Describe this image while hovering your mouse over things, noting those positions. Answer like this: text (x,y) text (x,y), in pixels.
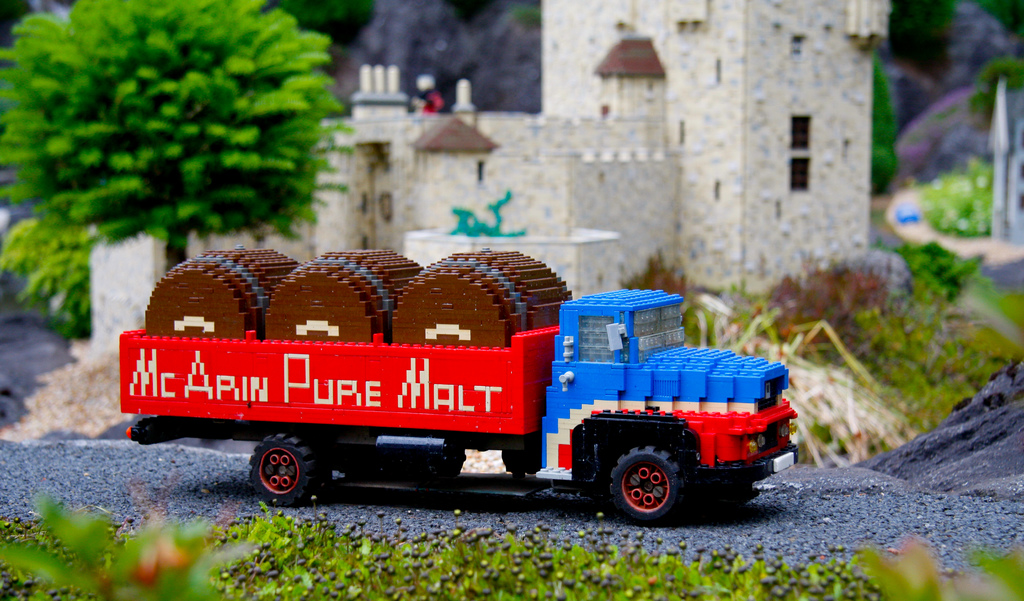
In this picture we can see a vehicle (203,265) and some objects (204,281) made of Lego (403,279) and in the background (733,300) we can see a buildings (426,241), trees (197,224) and some objects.
